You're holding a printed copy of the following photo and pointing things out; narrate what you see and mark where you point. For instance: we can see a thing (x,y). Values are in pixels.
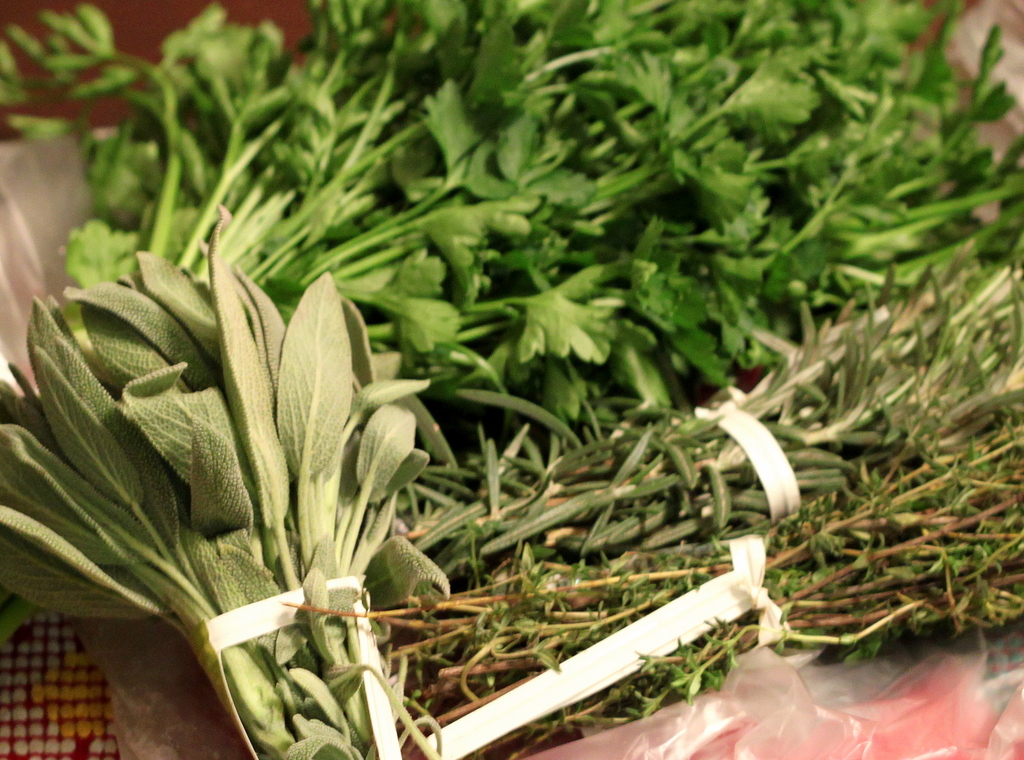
In this image I can see different types of leaves (621,536).
